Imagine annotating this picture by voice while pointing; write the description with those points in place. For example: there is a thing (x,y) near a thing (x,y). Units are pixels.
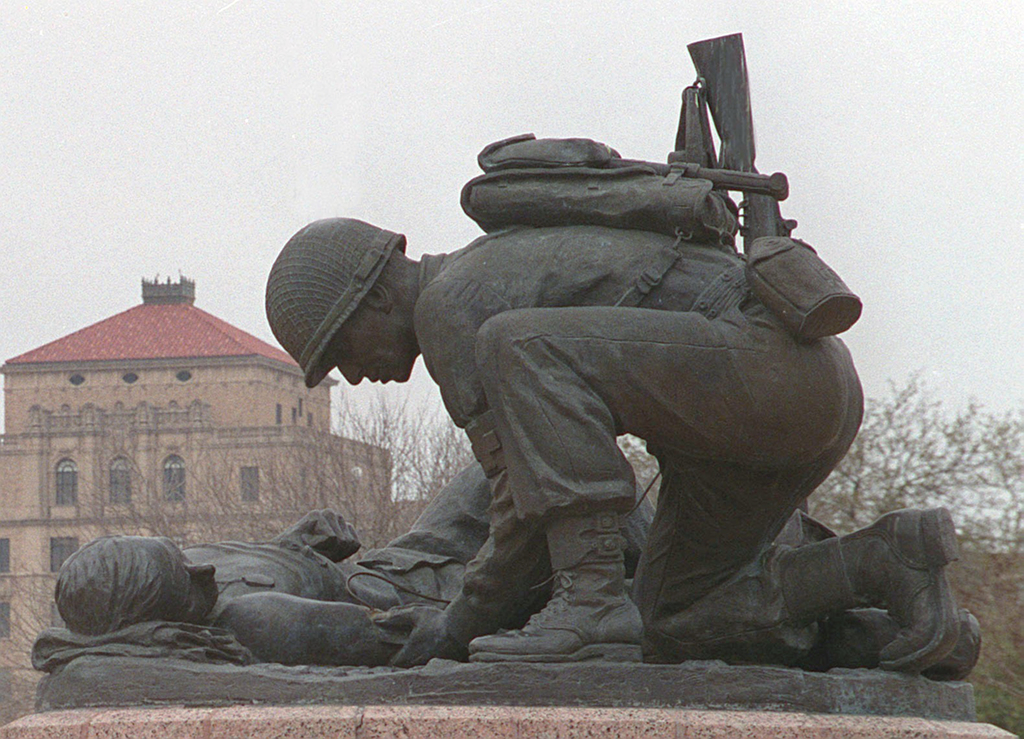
In this image in the front (489,486) there are statues (469,509). In the background (219,507) there are trees (883,493) and there is a house (200,424) and the sky (269,120) is cloudy.
